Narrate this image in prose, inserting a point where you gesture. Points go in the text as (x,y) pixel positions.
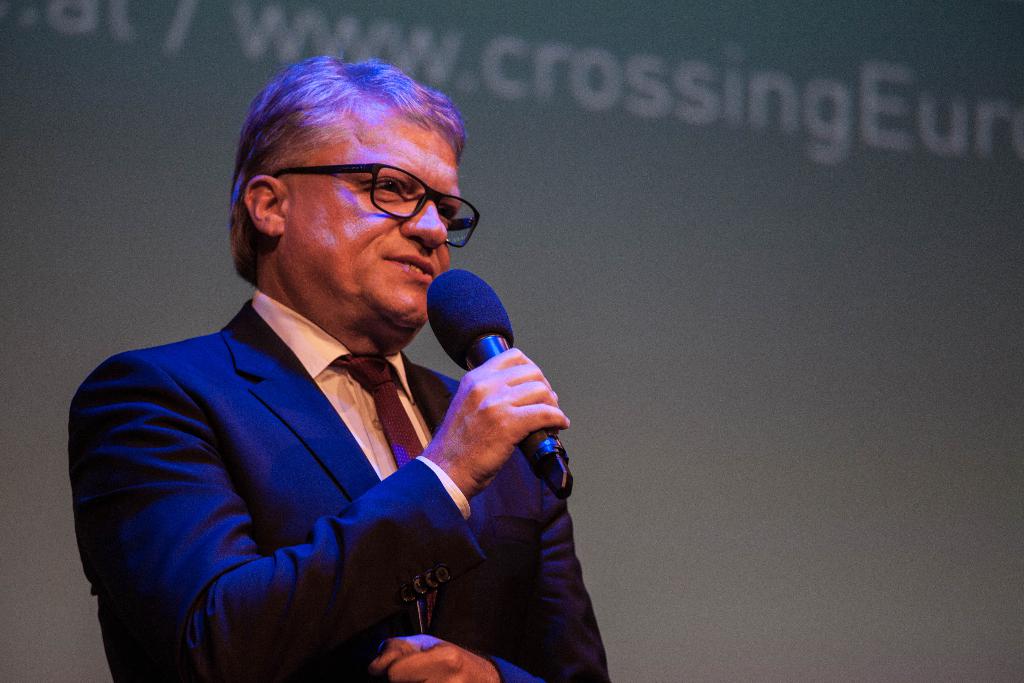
In the image we can see there is a man (422,300) who is holding mic (507,321) in his hand (464,434).
